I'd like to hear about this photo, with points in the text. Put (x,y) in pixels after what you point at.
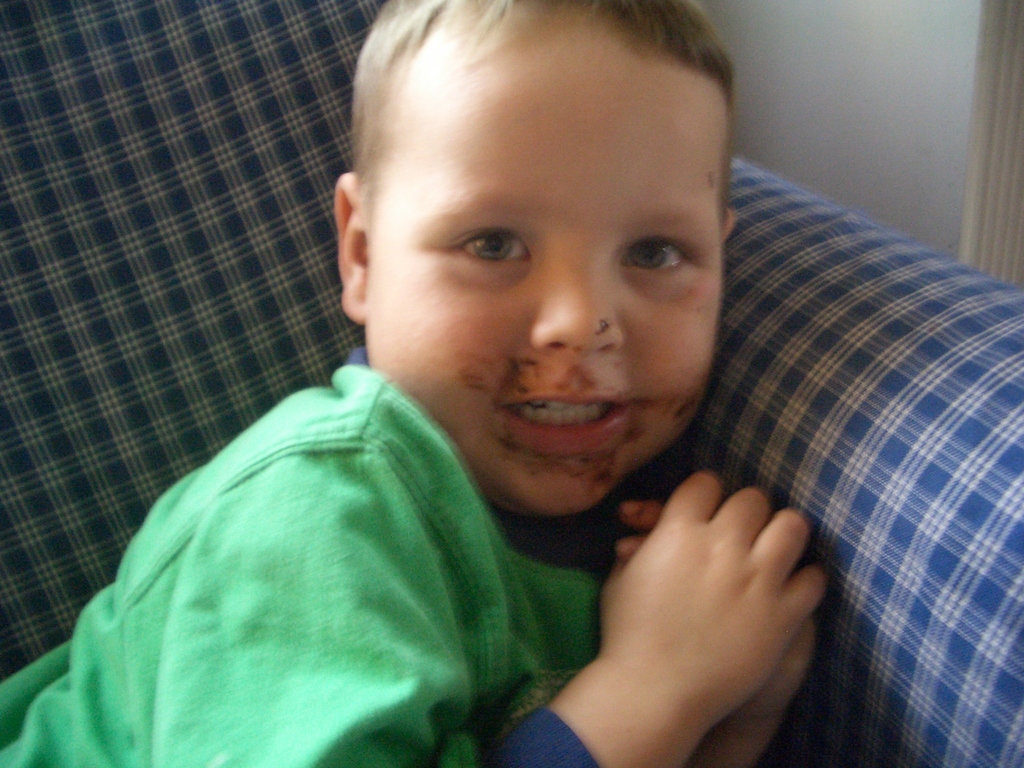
In the picture I can see a boy (487,597) who is wearing green color clothes (433,580). In the background (308,293) I can see blue color object (949,531).
